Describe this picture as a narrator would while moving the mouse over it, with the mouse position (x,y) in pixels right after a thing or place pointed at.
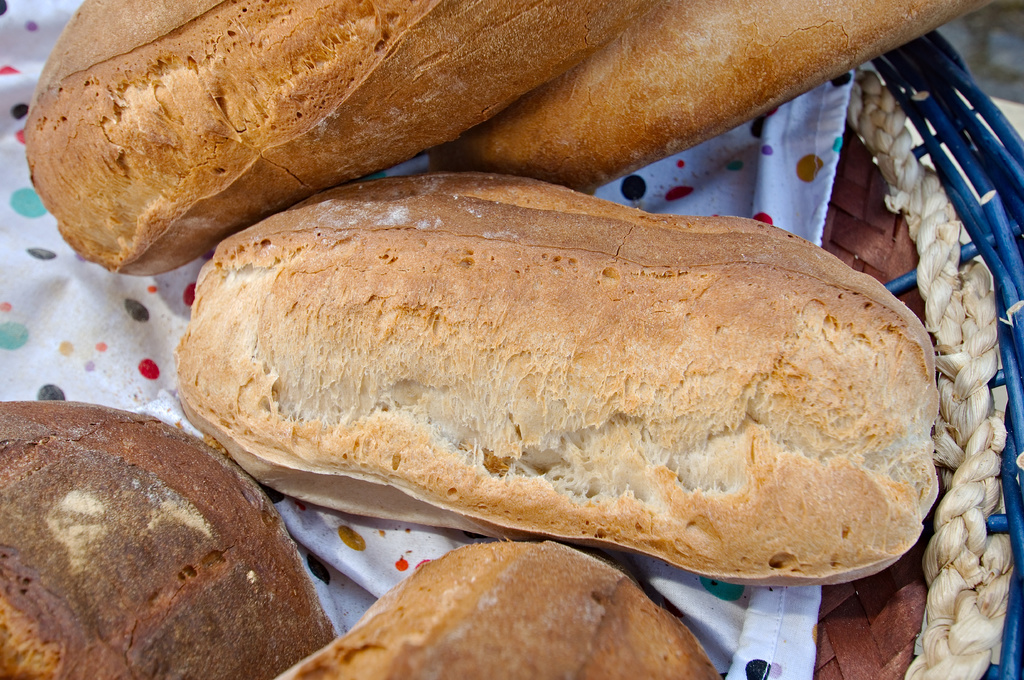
In this picture we can observe some food pieces (526,390) in the basket (889,189). There is a white color cloth (770,170) here. The food (171,528) is looking like buns (342,135).
